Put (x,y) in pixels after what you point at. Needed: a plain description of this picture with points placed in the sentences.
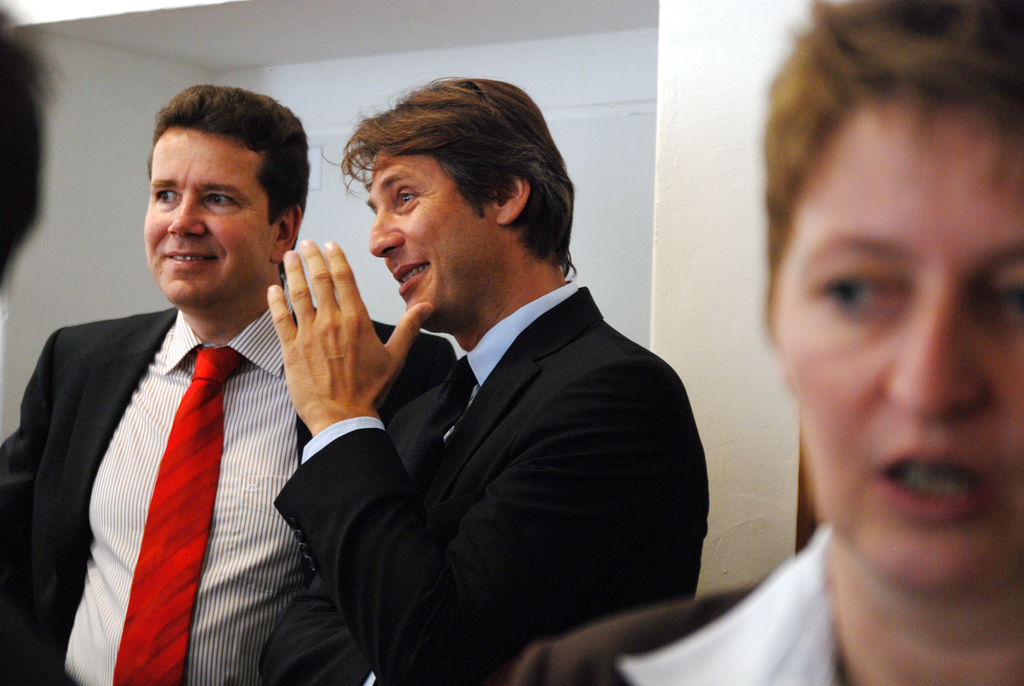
In this image there are two men (317,576) standing. They are smiling and speaking to each other. Behind them there is a wall (507,60). To the right (937,533) there is another person (843,498).
